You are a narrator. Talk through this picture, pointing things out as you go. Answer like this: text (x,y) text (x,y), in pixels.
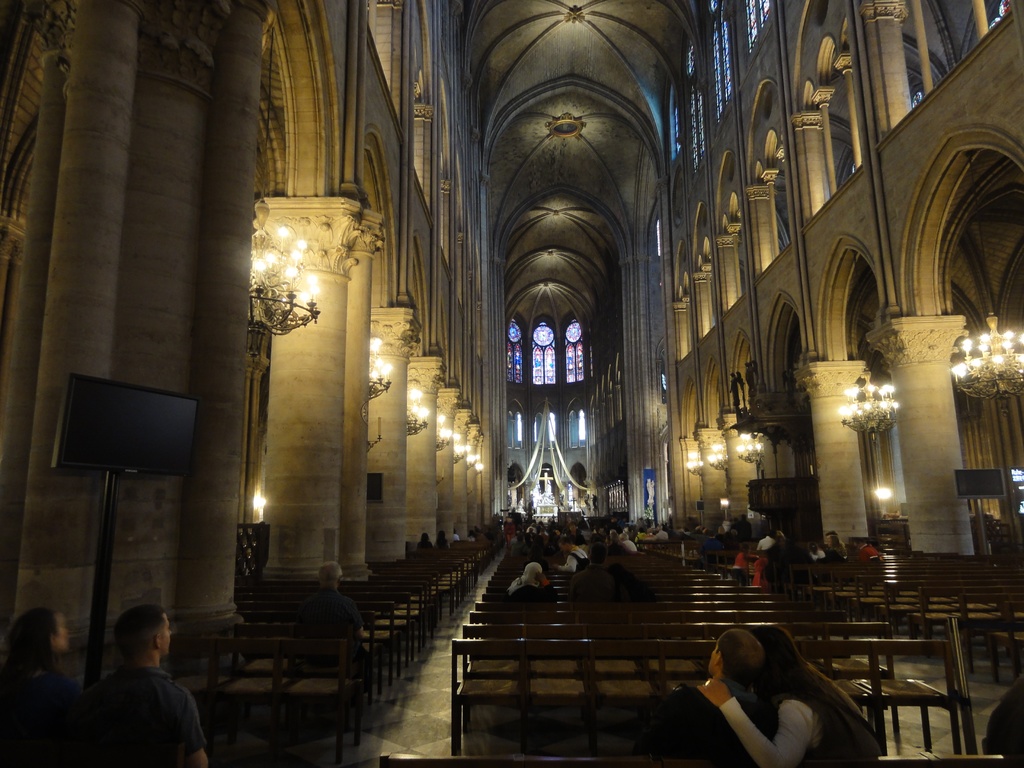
In this picture we can see few people (728,688) in the church (597,647), few are seated and few are standing, in the church (148,481) we can find screens (993,489) and lights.
